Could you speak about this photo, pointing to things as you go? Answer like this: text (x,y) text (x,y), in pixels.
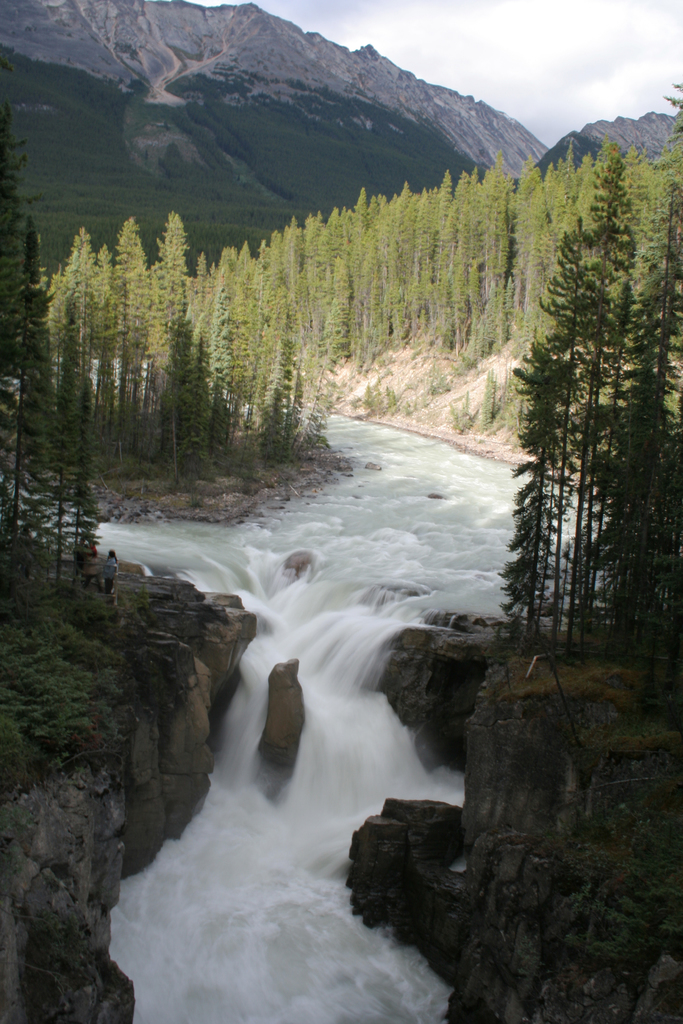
In this image we can see the river (326,754). On the left side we can see some people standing on the floor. On the back side (120,438) we can see a group of trees (259,360), the mountains (319,163) and the sky (507,36) which looks cloudy.
